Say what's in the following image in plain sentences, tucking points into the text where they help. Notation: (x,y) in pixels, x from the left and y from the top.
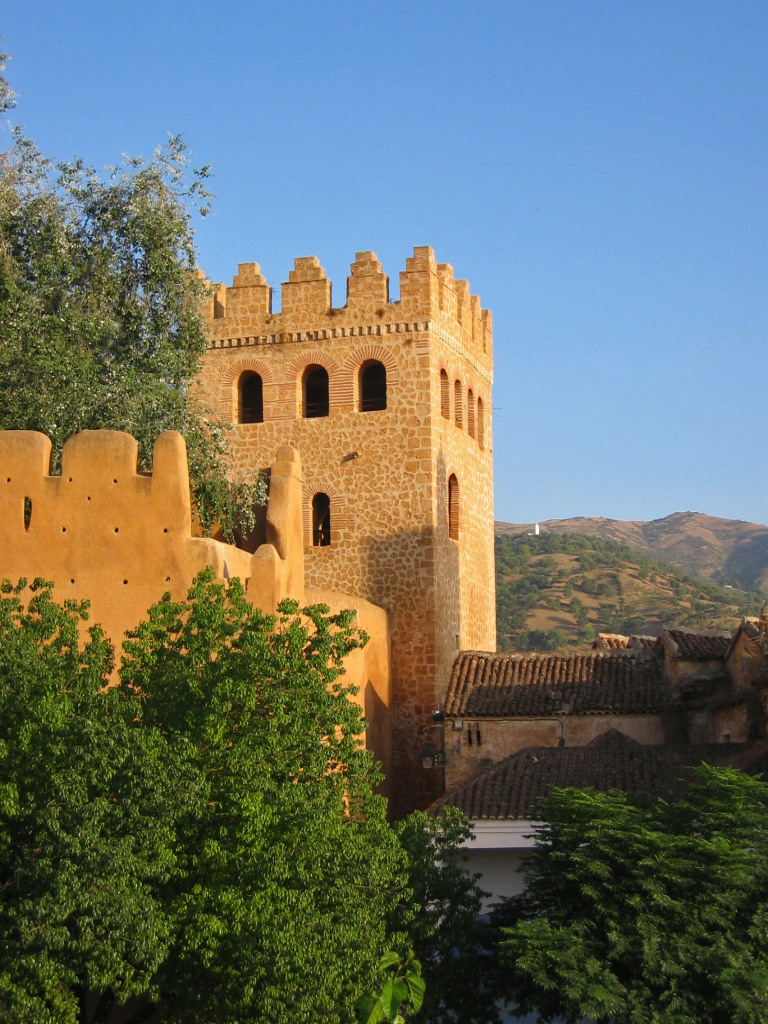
In this picture we can see buildings (245,444), trees (0,714), mountains (711,586) and in the background (524,240) we can see the sky (627,334).
